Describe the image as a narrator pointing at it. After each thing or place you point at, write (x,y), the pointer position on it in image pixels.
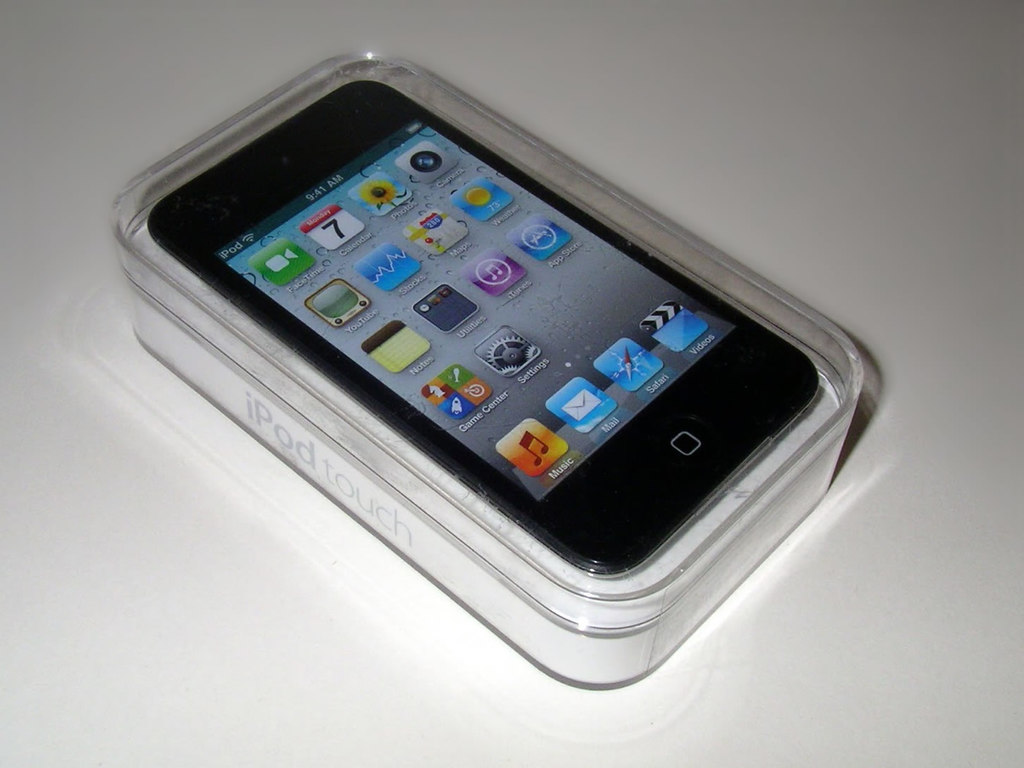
In this image we can see a mobile (640,435) on the white color surface (222,602). We can see icons (468,314) on the screen (388,295) of the mobile (619,403).
